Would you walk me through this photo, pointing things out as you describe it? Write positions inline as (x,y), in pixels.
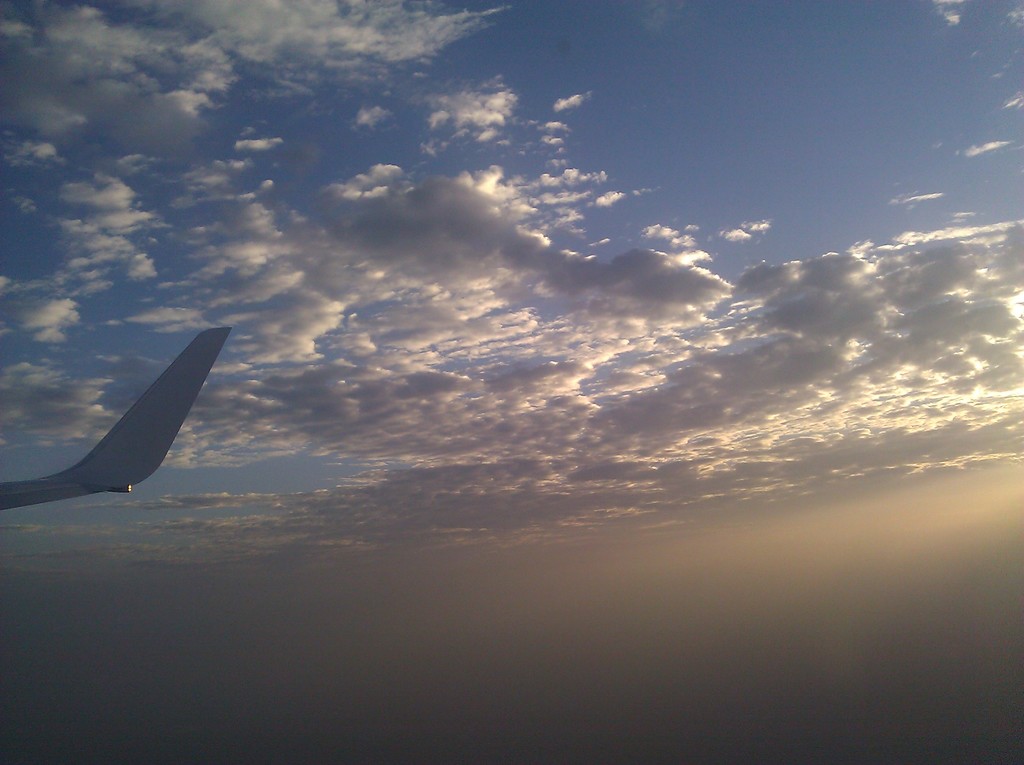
This image consists of a plane wing (123,460). And there are clouds (602,200) in the sky (627,174).
